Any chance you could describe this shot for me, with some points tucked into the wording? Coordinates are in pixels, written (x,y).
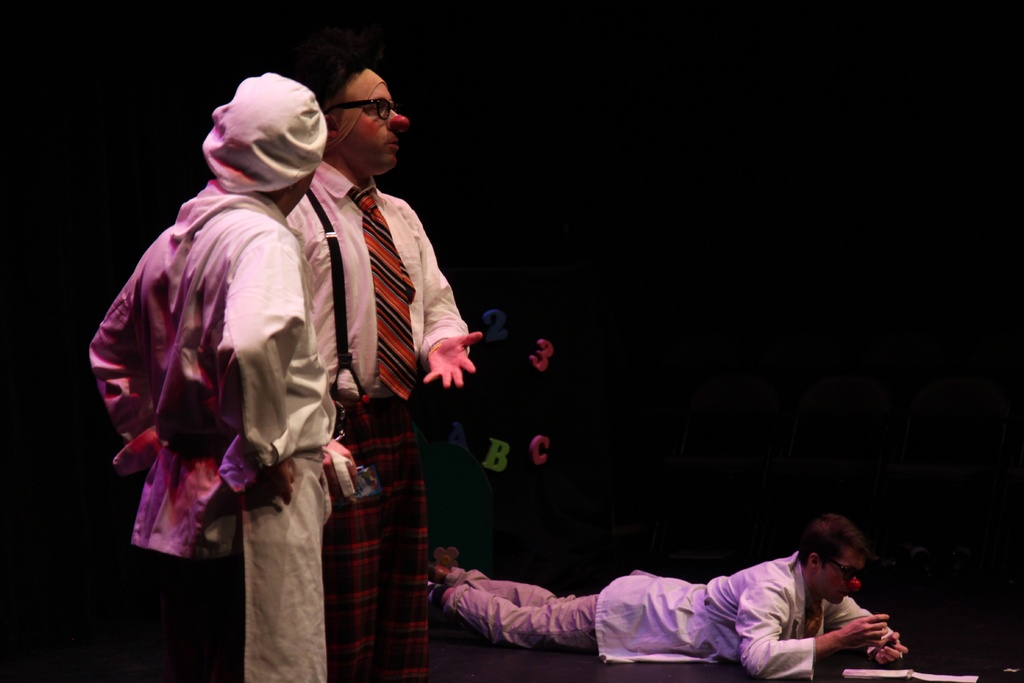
In this image in the front (312,339) there are persons (322,359) standing. In the center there is a person (680,591) laying on the ground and there are papers (893,673) on the ground (917,649). In the background (507,446) there are numbers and alphabets (494,453) visible.
